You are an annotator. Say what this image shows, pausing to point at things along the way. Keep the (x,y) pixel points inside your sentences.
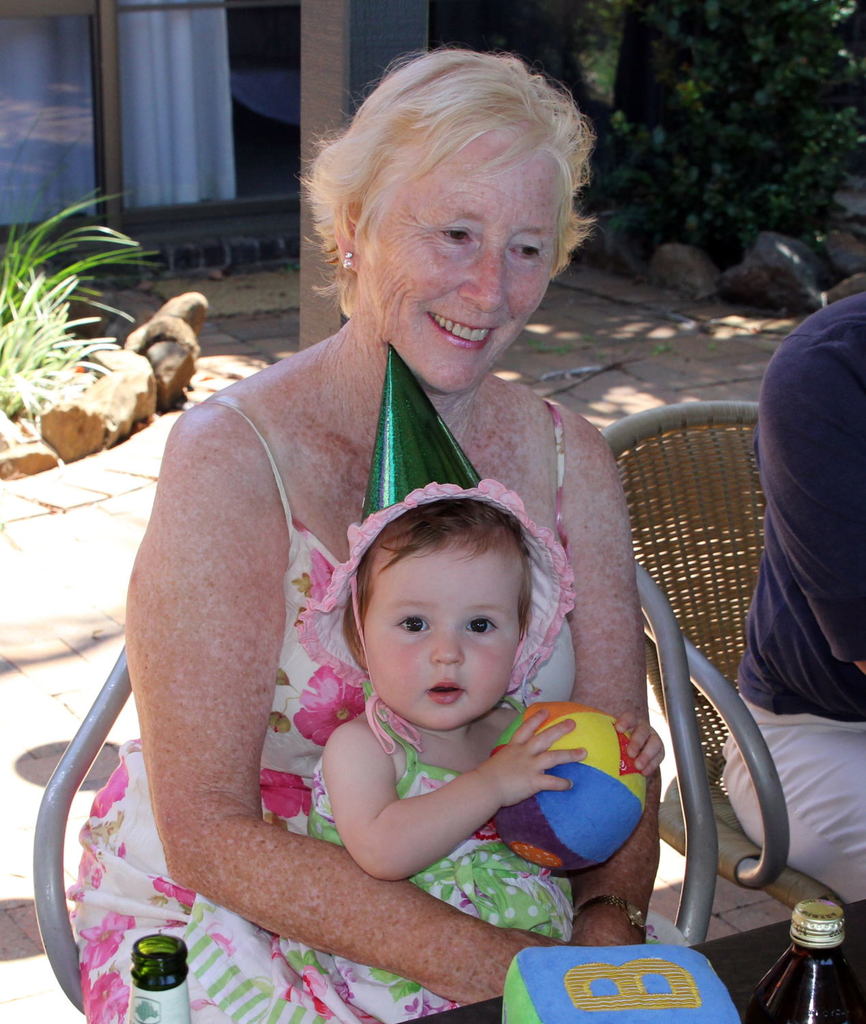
In this image I see a woman (194,454) who is sitting on the chair (34,862) and there is a child (568,556) over here, I can also see that the child (660,759) is holding a ball (576,709) and I see that there is a person (852,348) sitting over here, I can also see that this woman (534,394) is smiling and there are 2 bottles (808,937) over here. In the background (130,435) I see the grass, stones (168,362) and the curtain (33,209).
